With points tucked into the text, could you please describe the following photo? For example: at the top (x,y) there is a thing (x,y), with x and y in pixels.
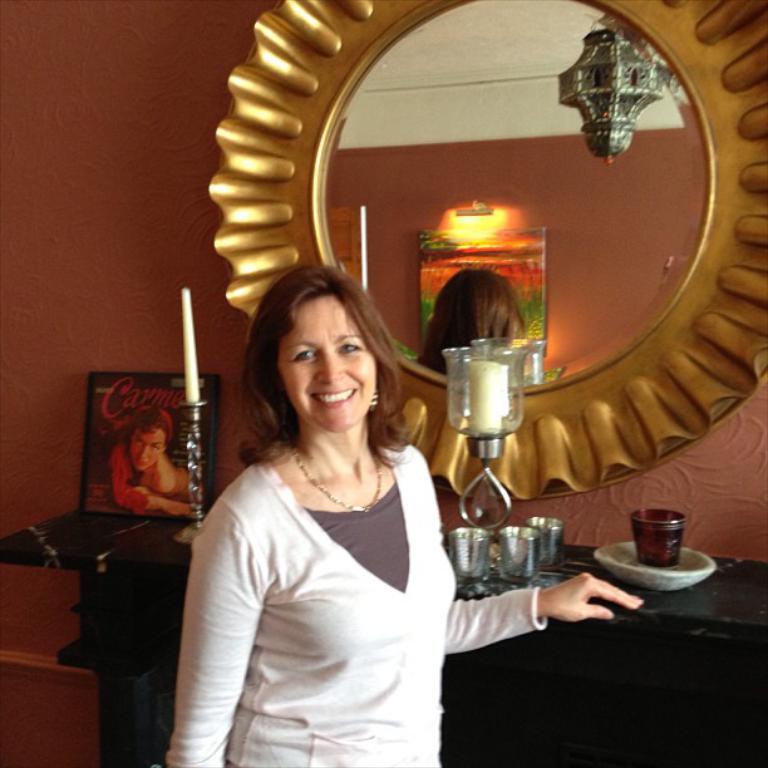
In this image we can see a woman (321,652) standing beside a table (561,748) containing some glasses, a plate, a candle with a stand (192,437) and a photo frame (141,488) on it. On the backside (113,257) we can see a wall (131,199) and a mirror (406,269). We can also see a lamp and a photo frame (434,269) reflected on the mirror (458,291).
